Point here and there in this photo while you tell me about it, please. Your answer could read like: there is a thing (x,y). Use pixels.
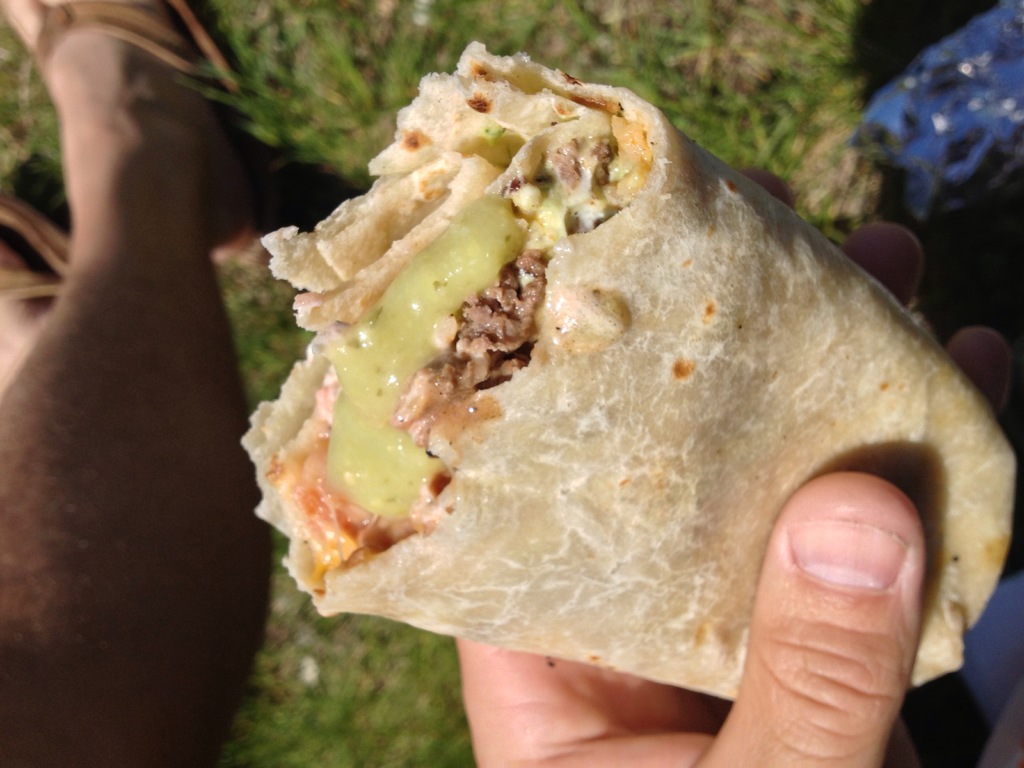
In this image there is a tortilla (658,464) in a person's hand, beside the tortilla (468,337) there is a leg (151,399) of a person (151,399).
